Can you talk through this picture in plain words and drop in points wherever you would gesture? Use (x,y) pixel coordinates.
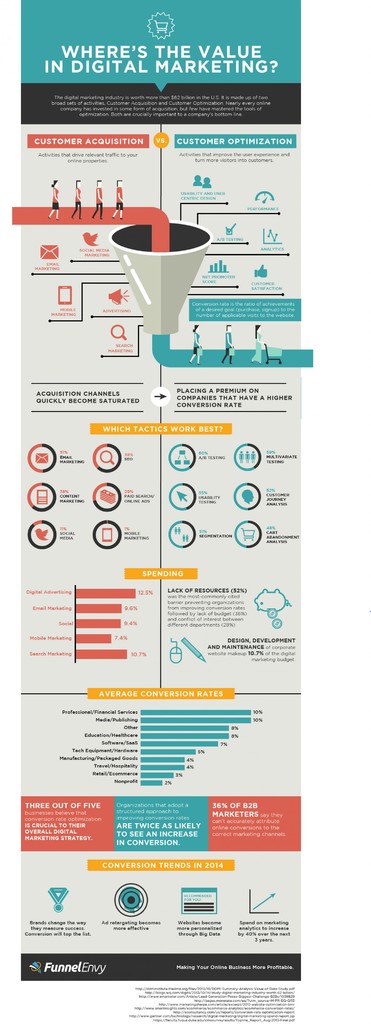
In this image there is a poster (138,670) and we can see pictures (83,219) of people (81,181) printed on the poster (237,368). There is text (126,735).
